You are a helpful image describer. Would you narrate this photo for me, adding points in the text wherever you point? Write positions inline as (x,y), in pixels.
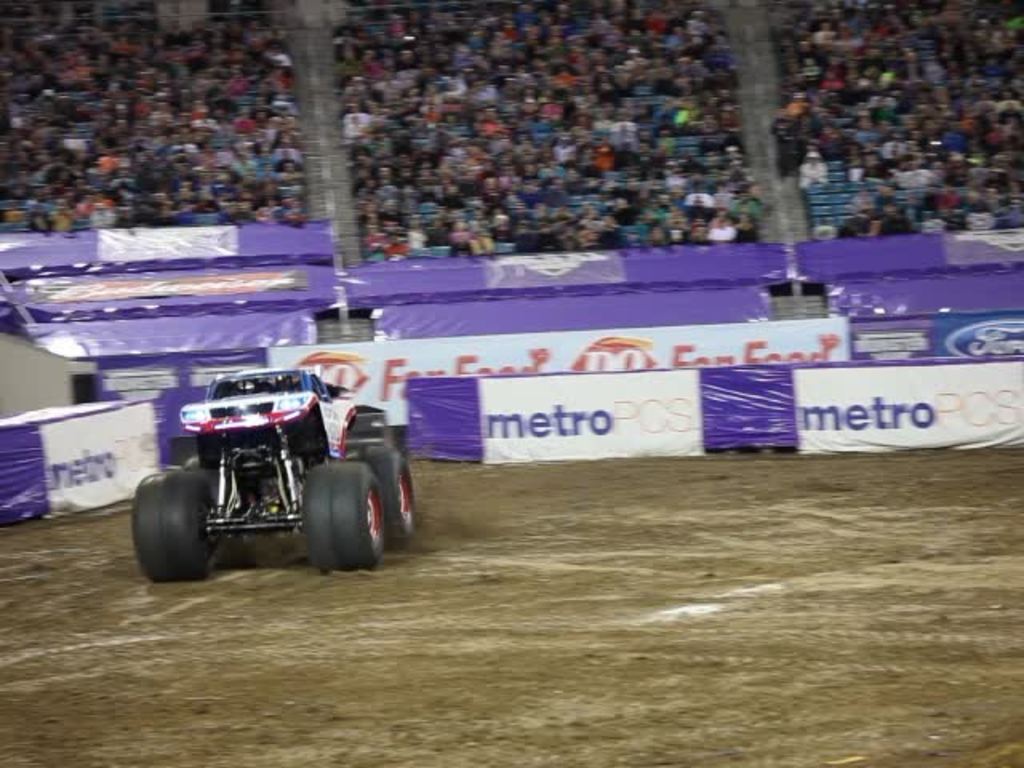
In this image, we can see a vehicle (292,515) on the ground (594,616). Background (1011,261) we can see a blur view. Here there are few banners (580,254) and a group of people (964,173).
